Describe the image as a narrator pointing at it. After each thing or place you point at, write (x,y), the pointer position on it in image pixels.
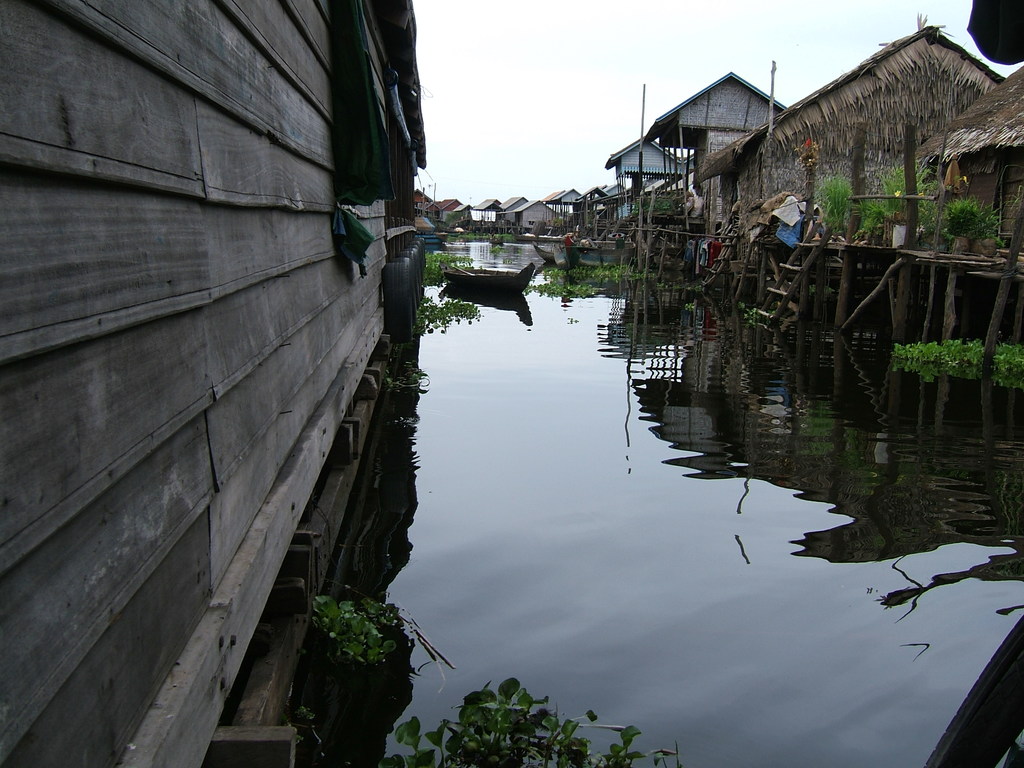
In this image, we can see sheds (271,219) and huts (713,137) and at the bottom (532,722), there is a boat (475,273) on the water (662,558) and we can see some plants (979,234).
